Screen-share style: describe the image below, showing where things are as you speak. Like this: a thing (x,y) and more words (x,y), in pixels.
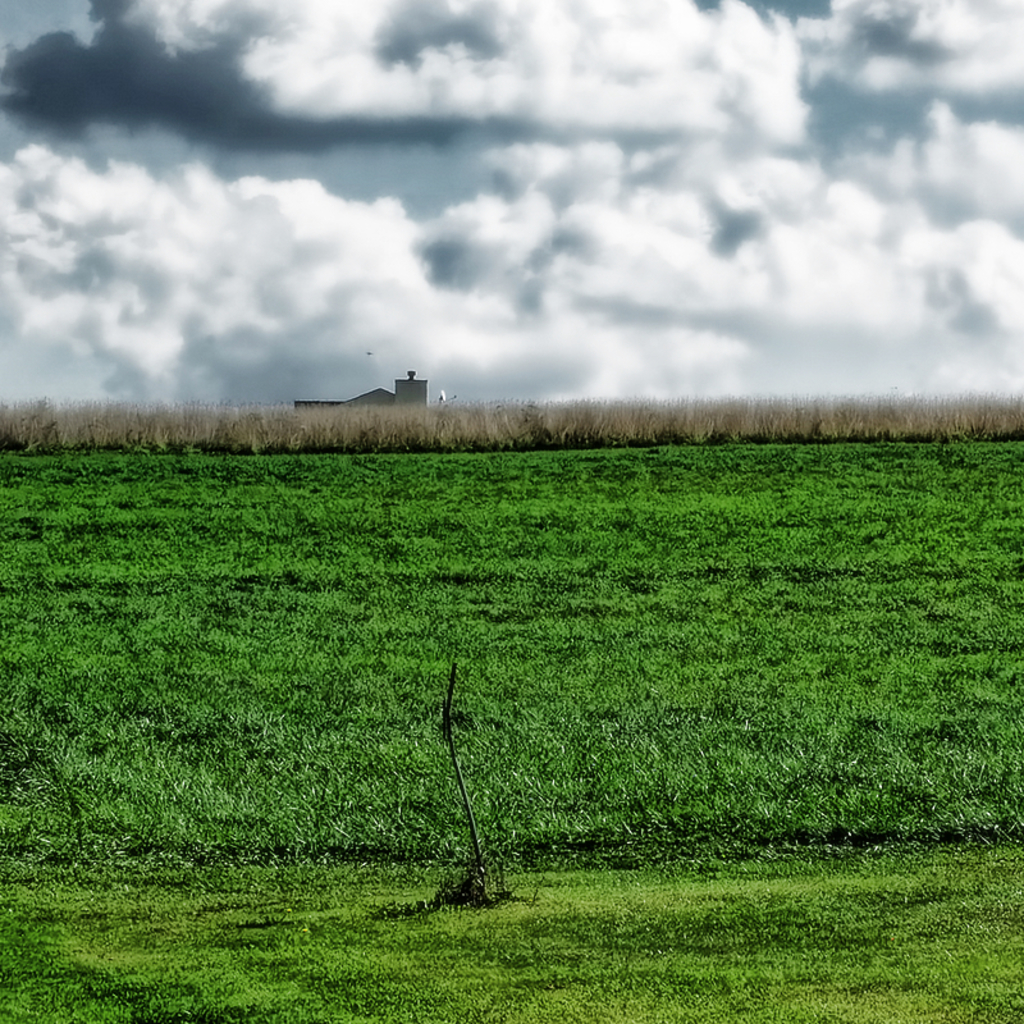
In this image we can see grass (466,598) and in the background of the image (47,242) there are some plants (398,430), there is house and cloudy sky (474,250).
